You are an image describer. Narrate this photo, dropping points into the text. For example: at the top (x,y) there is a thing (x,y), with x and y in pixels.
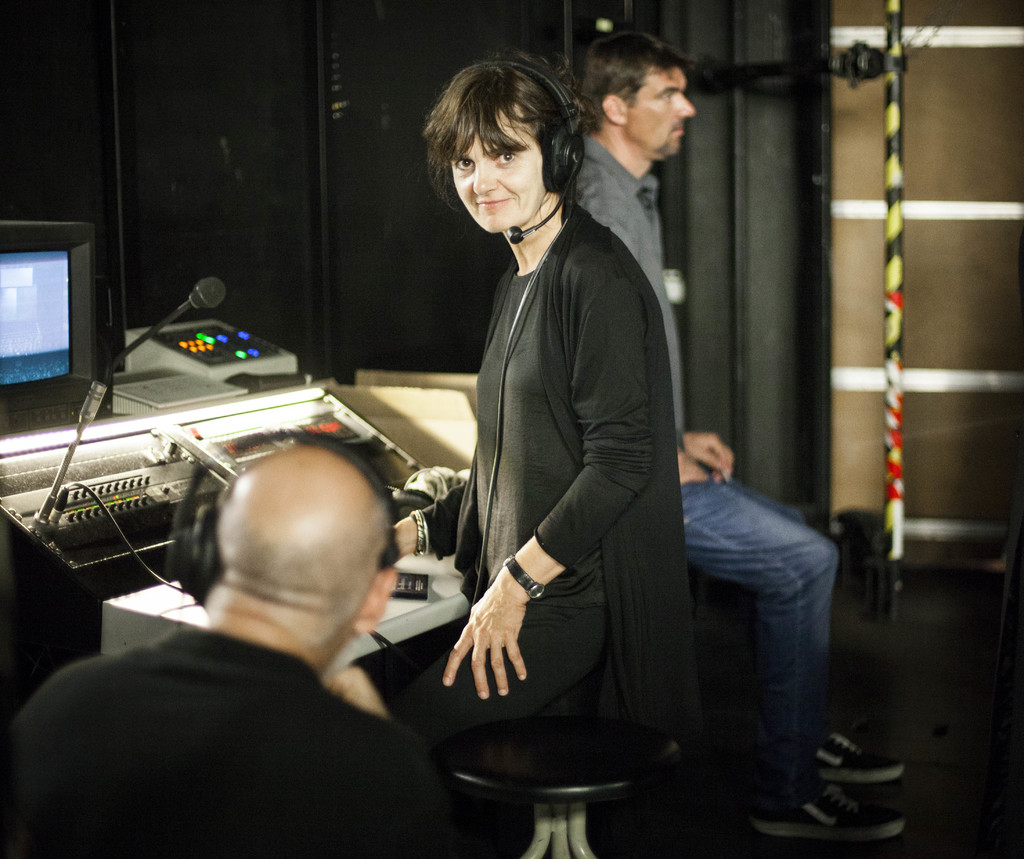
In this image we can see one woman (554,674) standing, two people (343,471) are sitting, on stool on the floor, one T. V (71,386) on the table (55,520), one pole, some objects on the floor (957,792), one wall (135,107), two people (348,516) wearing headsets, one microphone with stand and some objects (297,418) are on the table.
